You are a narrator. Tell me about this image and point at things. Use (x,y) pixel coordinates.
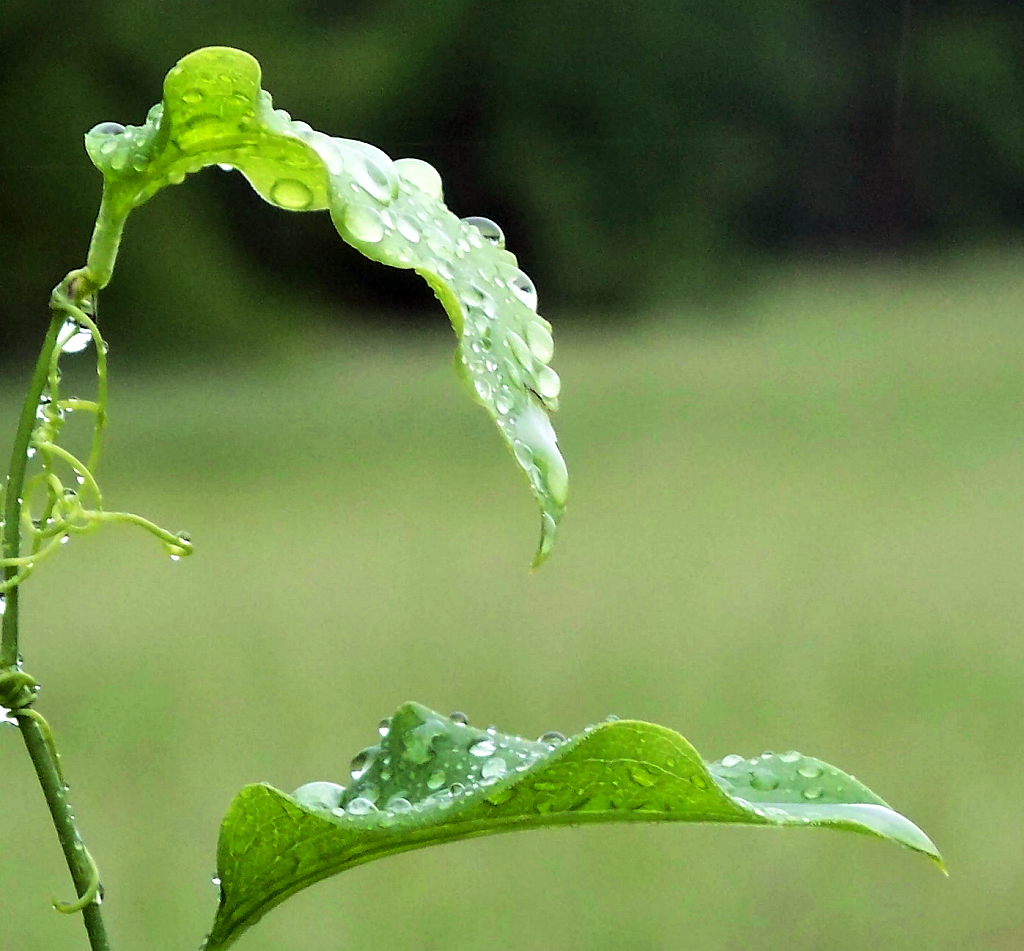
In the picture we can see a plant (226,843) with two leaves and on it we can see water droplets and behind it, we can see greenery (566,581) which is not clearly visible.
